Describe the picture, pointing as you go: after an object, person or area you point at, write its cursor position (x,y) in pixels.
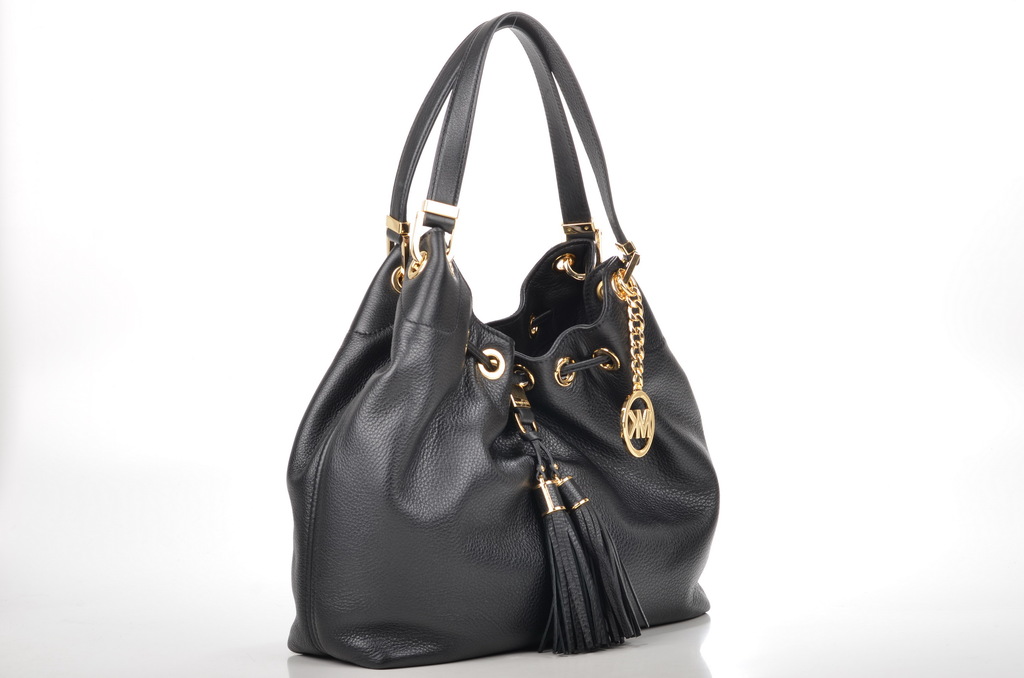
This is the black colored leather bag (562,400).
